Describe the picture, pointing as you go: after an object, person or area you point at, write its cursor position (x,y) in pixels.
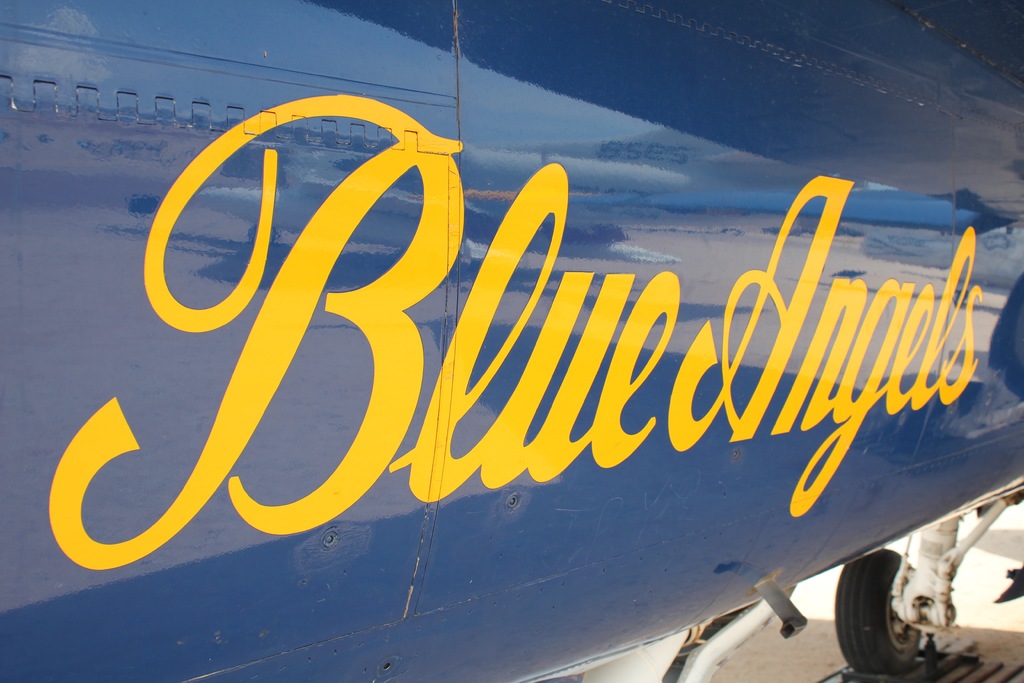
In this picture I can see words (328,262) on the aircraft (815,187), there is a reflection (907,243) of an airplane (584,212) and the sky (515,114) on the aircraft (566,455).
